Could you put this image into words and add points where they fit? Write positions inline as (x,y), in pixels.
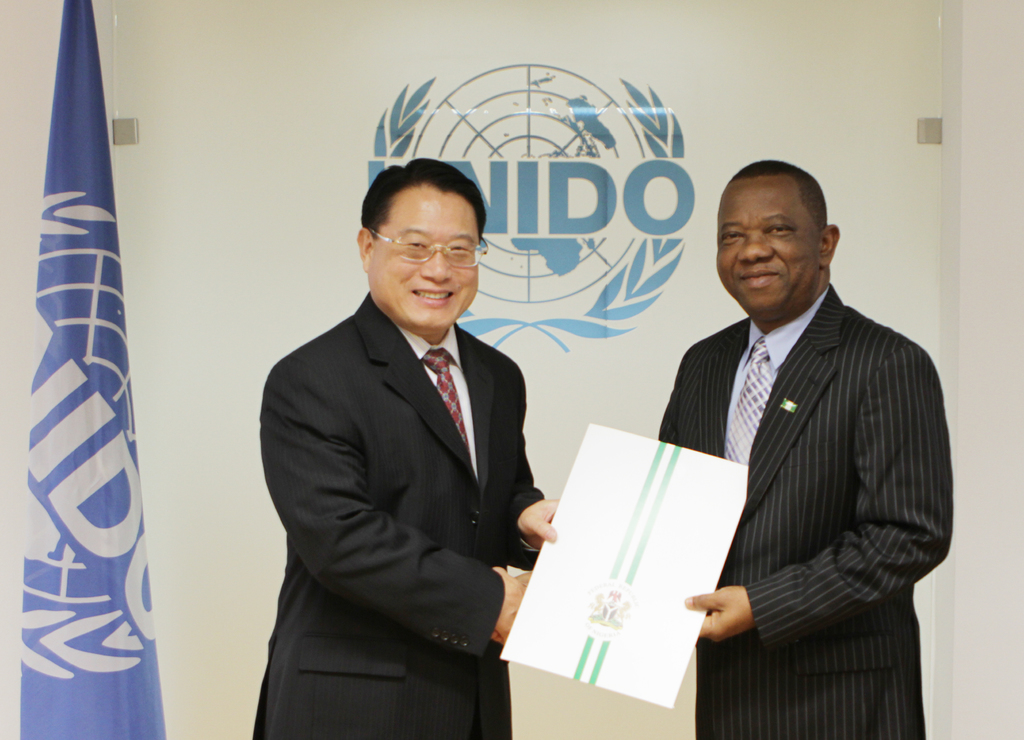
In this image we can see two persons (484,467), both of them are holding a paper (637,558), beside to them there is a flag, behind them there are text (542,187), and image (545,150) on the wall (548,449).
